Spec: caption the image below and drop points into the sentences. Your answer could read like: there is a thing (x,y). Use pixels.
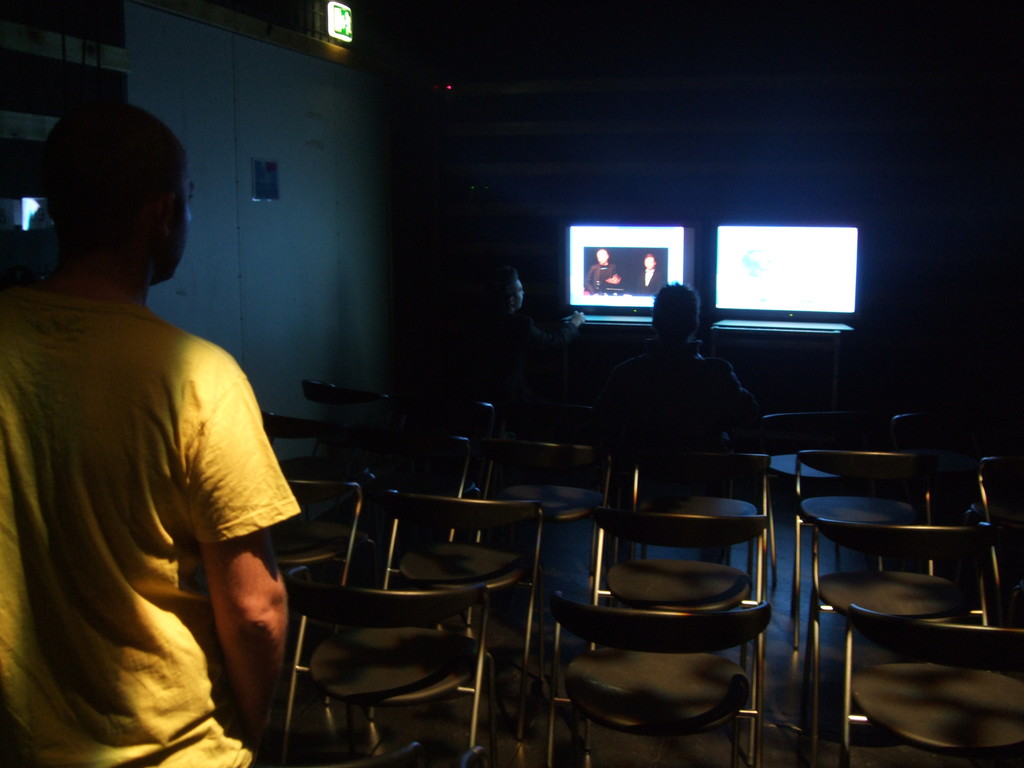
In this image, I see lot of chairs (957,715) and 3 men (667,427) over here and there are 2 televisions (582,236) and on left (281,69) there is a wall (175,101).
